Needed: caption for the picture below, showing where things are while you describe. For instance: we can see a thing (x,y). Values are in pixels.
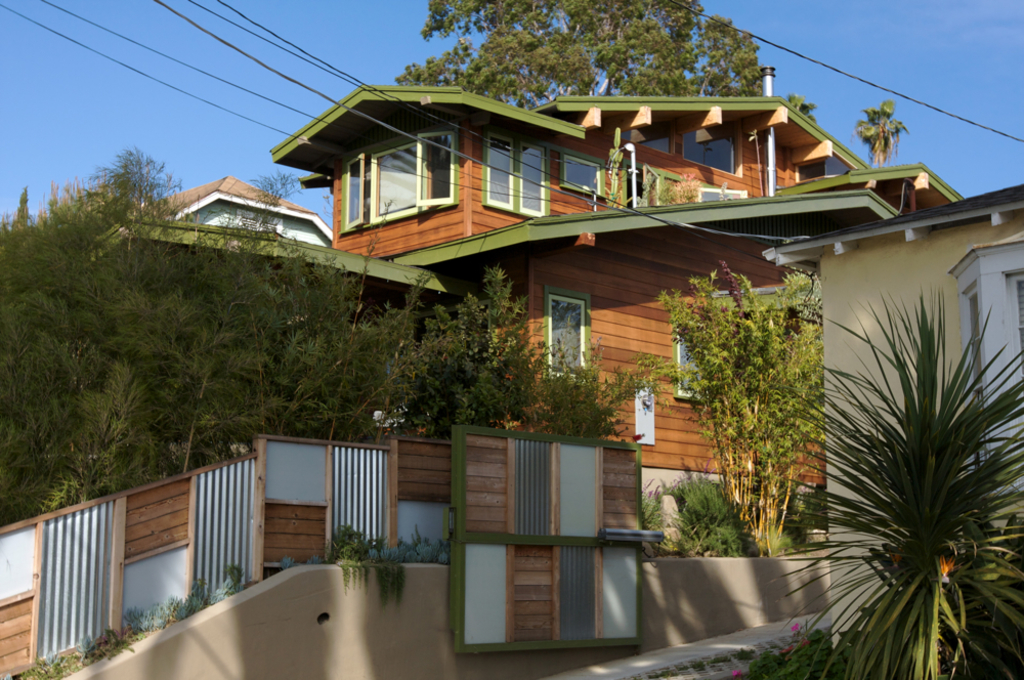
This image consists of a house (700,241) in brown color. On the left (115,300) and right, we can see many plants (679,487) and trees (21,266). In the front (465,571), there is a gate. At the top (268,66), there are wires (90,21) along with the sky (223,68).
